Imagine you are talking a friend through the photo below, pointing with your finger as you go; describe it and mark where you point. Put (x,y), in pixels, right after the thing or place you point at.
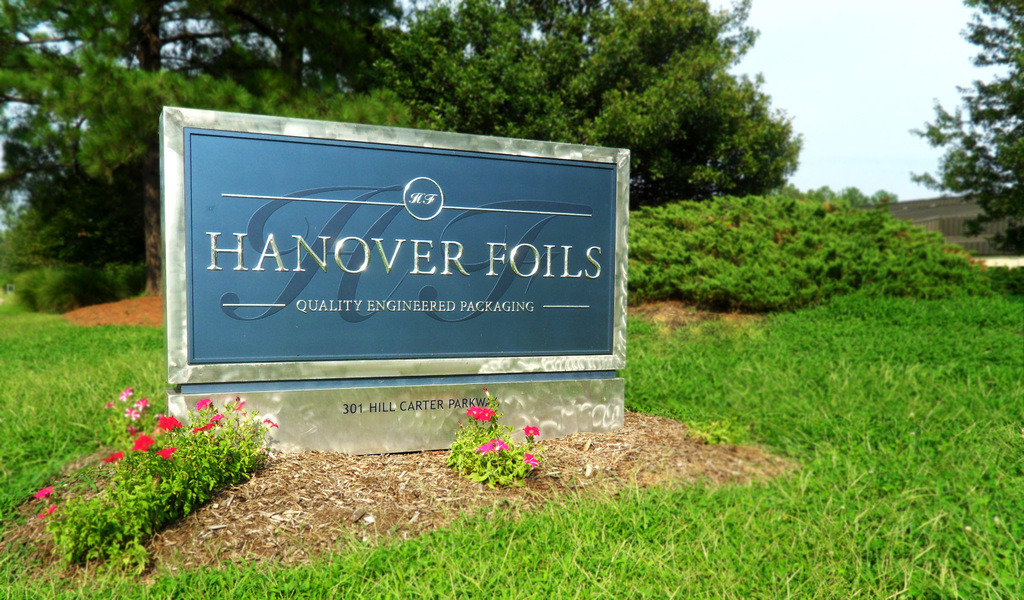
In this picture we can see a name board (244,123), flowers (149,464), grass (820,350), trees (652,153) and in the background (789,73) we can see the sky (864,108).
